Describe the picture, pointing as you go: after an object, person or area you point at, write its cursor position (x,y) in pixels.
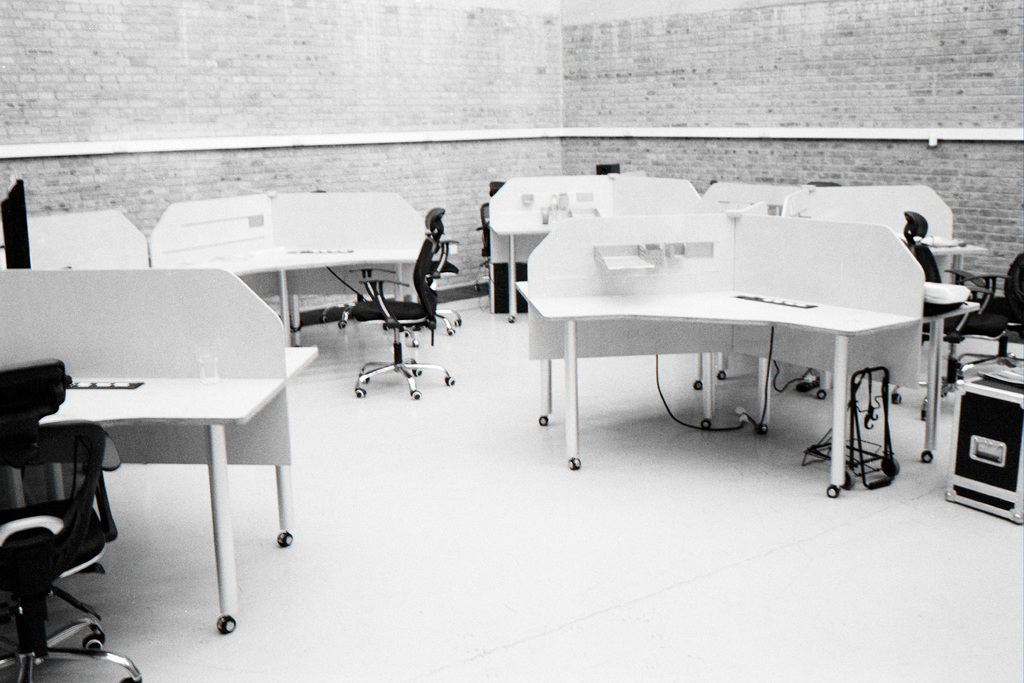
These are tables (182,342) and chairs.
